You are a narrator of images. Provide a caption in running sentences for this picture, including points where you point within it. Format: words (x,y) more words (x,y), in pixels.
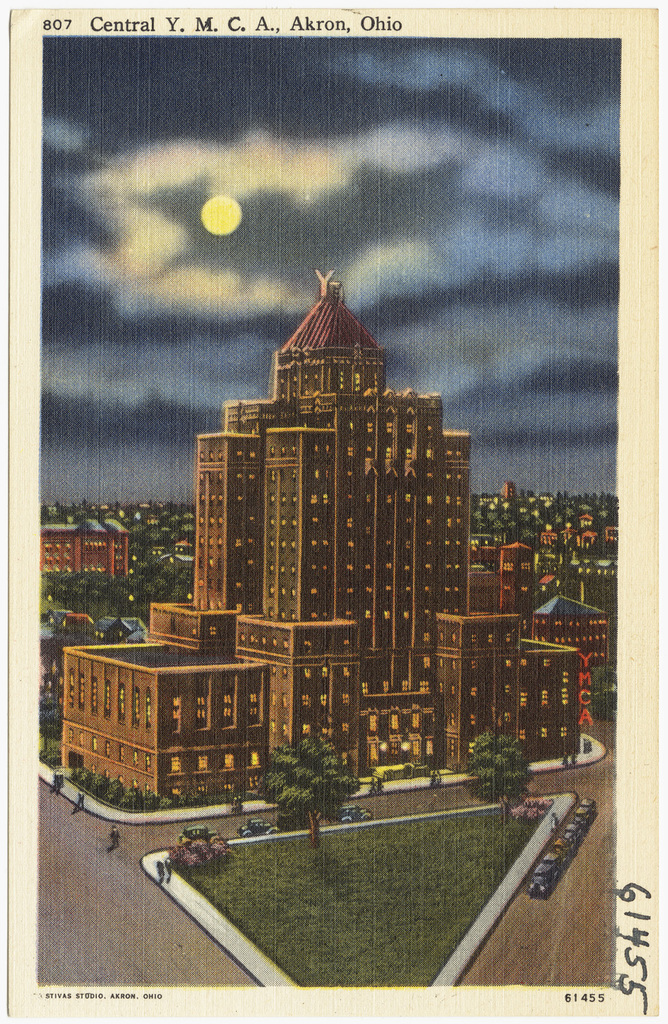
In the picture I can see the buildings (411,488) and trees (509,763). I can see the vehicles (346,819) and a few persons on the road (213,825). I can see the moon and clouds (132,220) in the sky (311,222).
